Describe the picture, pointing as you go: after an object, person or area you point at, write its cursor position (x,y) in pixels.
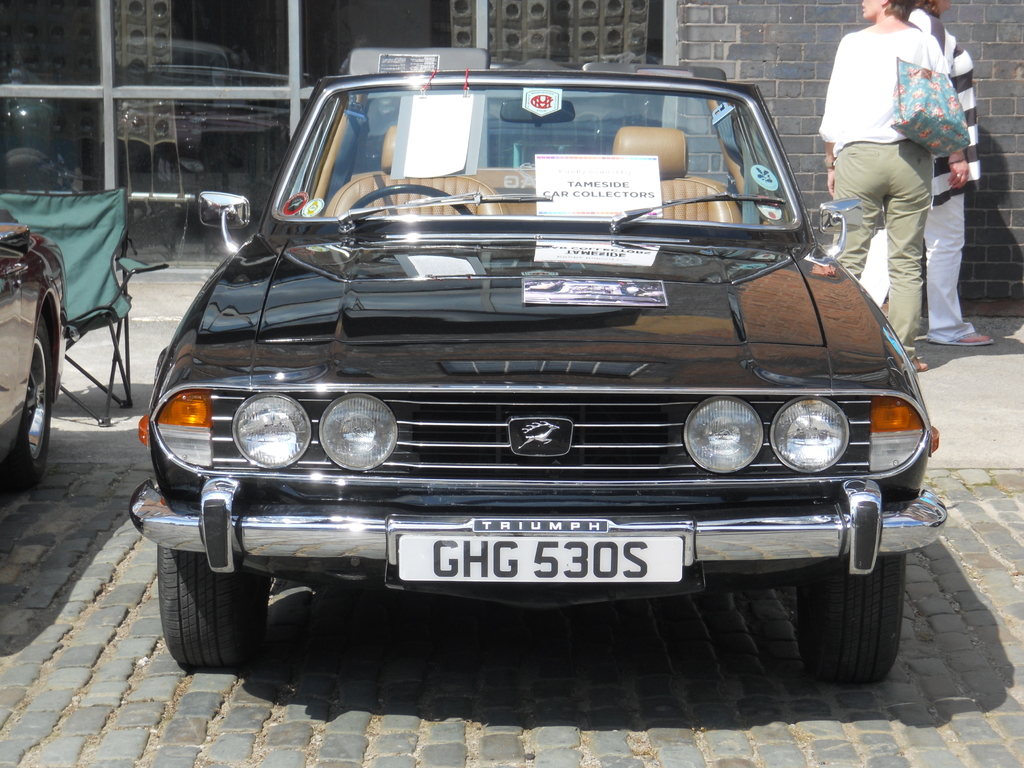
In the center of the image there is a car (786,280) on the road (382,715). In the background of the image (396,6) there is a building (728,24). There is a wall (790,40). There are people (842,120) standing. There is a glass wall (149,132). To the left side of the image (61,245) there is a chair (67,281). There is a car (33,262).
